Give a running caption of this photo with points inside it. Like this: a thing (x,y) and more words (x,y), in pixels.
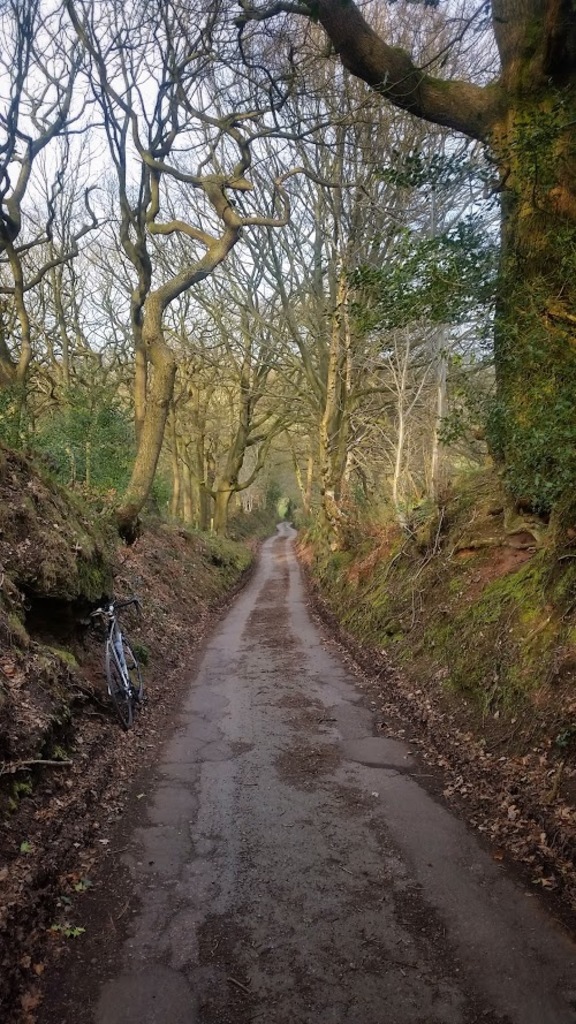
This is the way (337,712) in the middle (293,649), on either side of this there are big trees (311,291).
